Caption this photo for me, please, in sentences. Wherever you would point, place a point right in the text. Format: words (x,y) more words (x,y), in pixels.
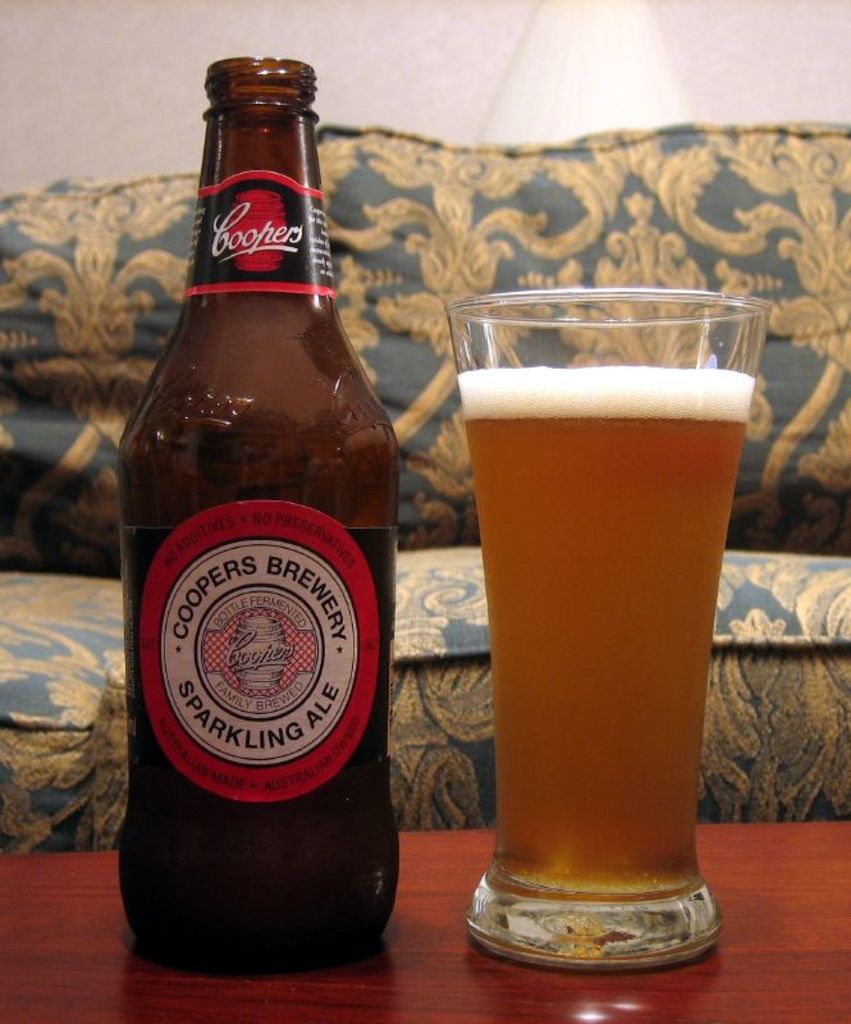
In the middle (305,476) there is a table (437,959) on that table (566,995) there is a bottle (249,551) and glass (633,591) filled with some drink (598,646), In the background (557,222) there is a sofa (428,292).
